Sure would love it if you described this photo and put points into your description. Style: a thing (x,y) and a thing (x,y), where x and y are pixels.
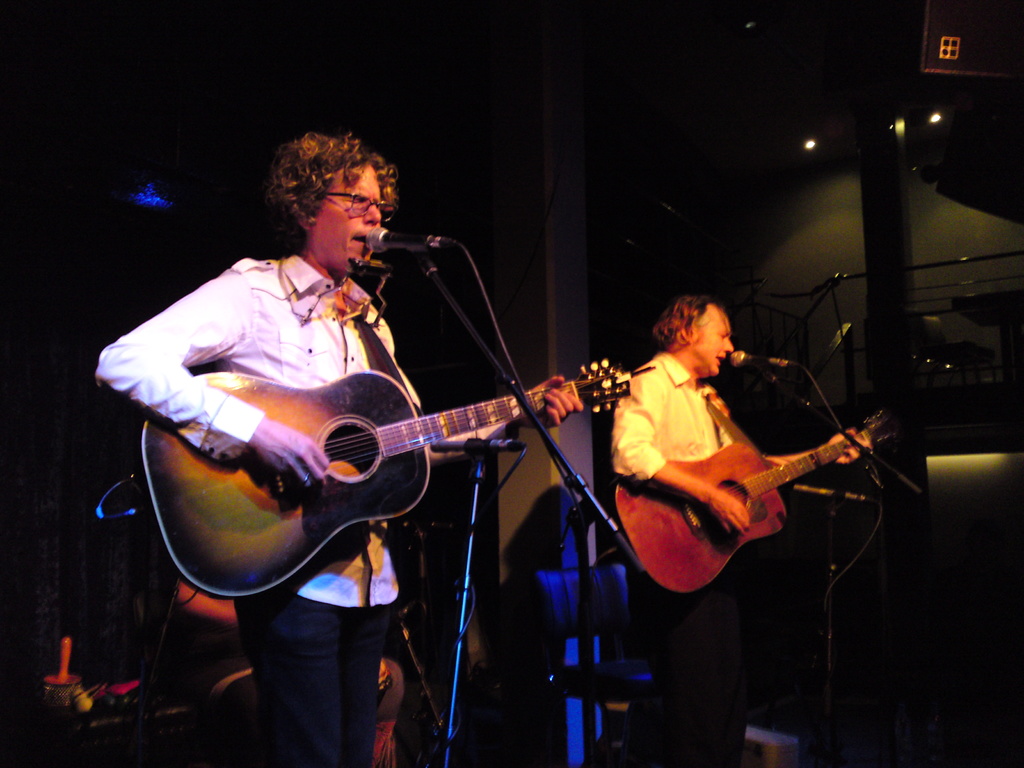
In this image I can see two persons (648,411) wearing shirt (276,336), standing and holding guitars (625,510) in their hands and also playing it. In front (403,243) these people (336,283) there is a mike (390,241). It seems to be like they are singing a song. In the background (554,626) I can a chair (564,680). And it seems to be a dark room (508,122).
